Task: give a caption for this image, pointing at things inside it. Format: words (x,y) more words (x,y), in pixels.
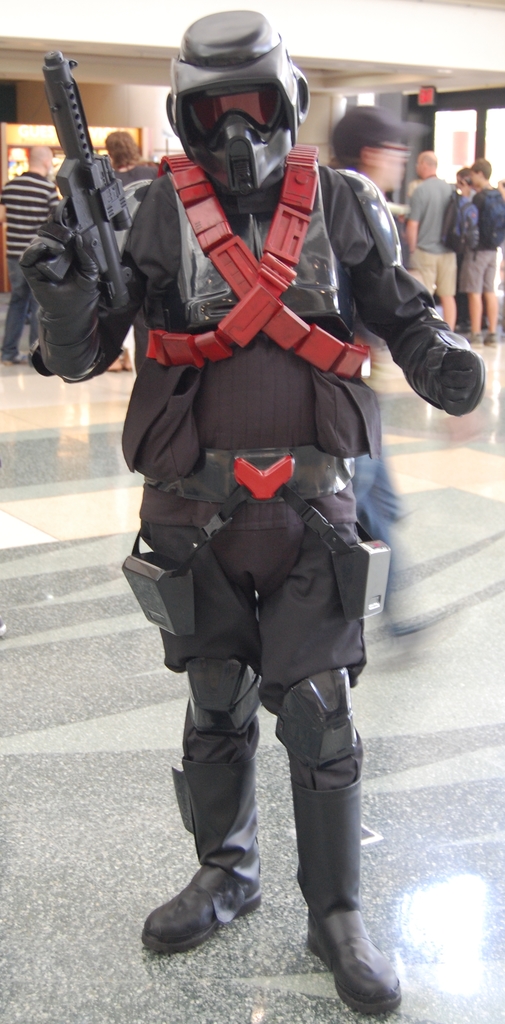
In this picture I can see a person (179,458) wearing helmet (223,151) and holding gun (65,189), behind few people (435,211) are standing and wearing bags (463,236) and some lights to the roof (401,71).
